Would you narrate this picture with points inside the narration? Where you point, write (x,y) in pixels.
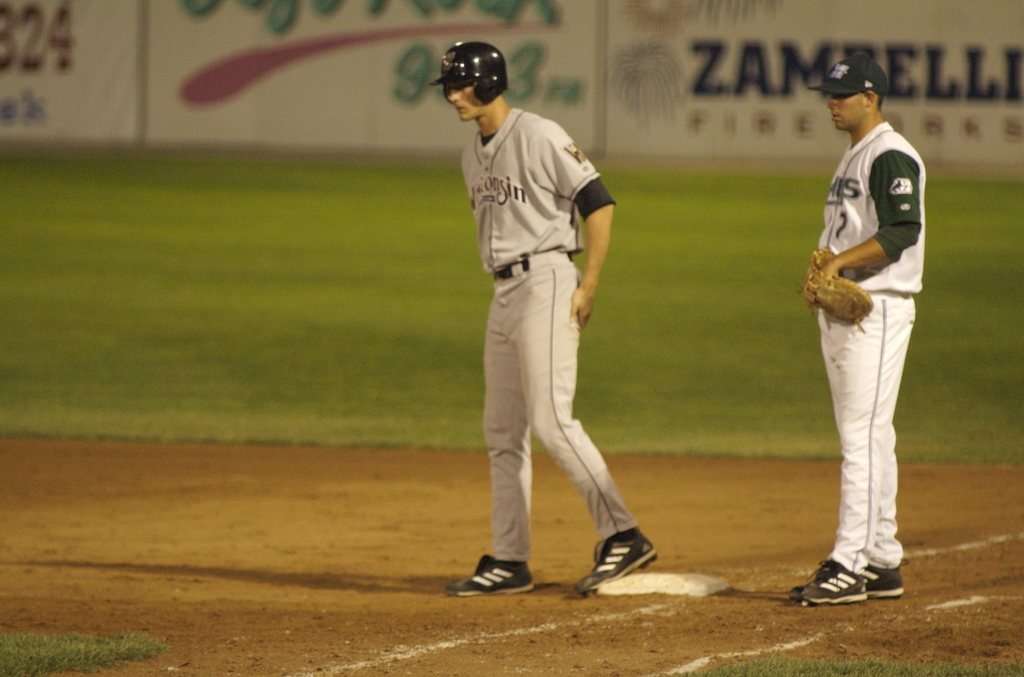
In this image there are two persons (534,133) standing, and in the background (622,303) there are boards (395,92) and grass (63,370).
